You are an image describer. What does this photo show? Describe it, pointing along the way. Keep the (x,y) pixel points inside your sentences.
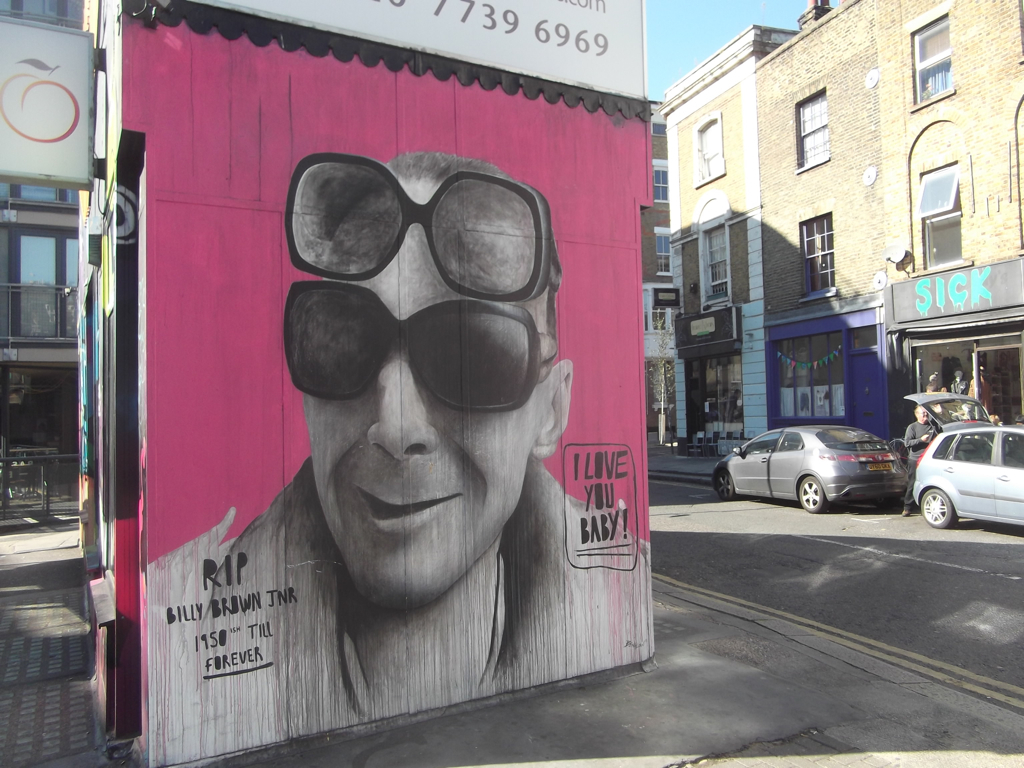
In this picture there is a painting (416,371) of a person (432,359) wearing goggles (442,350) and there is something written on either sides of him and there are two cars (887,491) and buildings (809,236) in the right corner (842,262).
